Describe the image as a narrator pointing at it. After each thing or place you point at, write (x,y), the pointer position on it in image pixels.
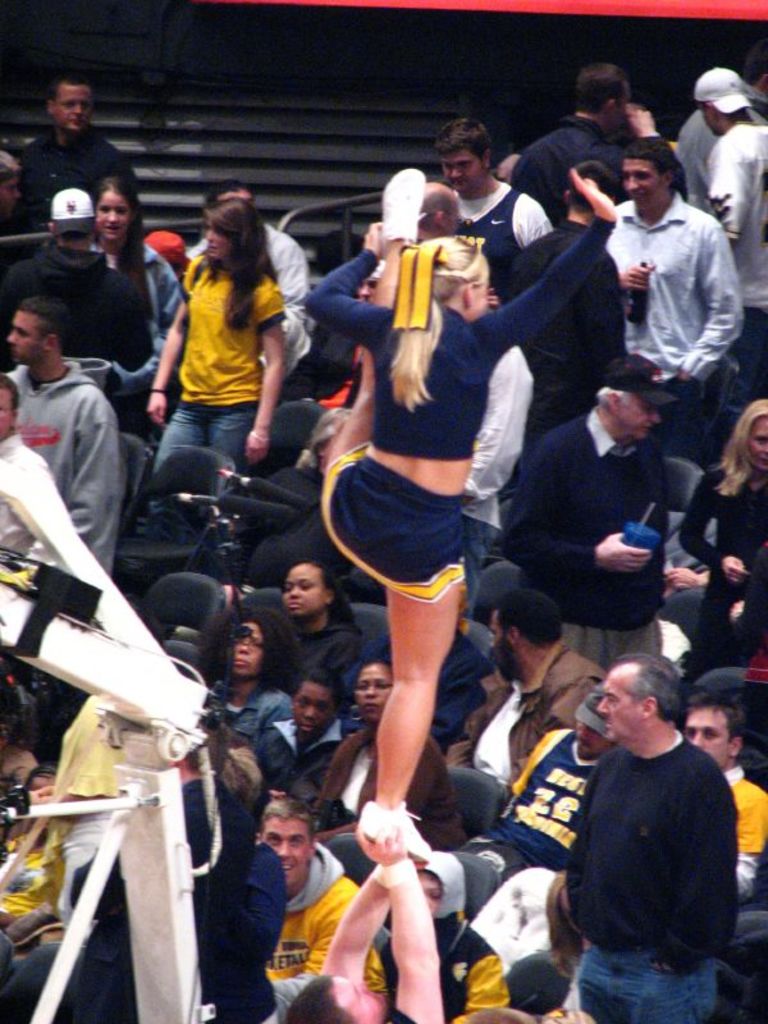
In this picture I can see a woman (376,813) standing on the hands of another person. I can see group of people (226,624), chairs (526,995) and some other objects (191,1003).
